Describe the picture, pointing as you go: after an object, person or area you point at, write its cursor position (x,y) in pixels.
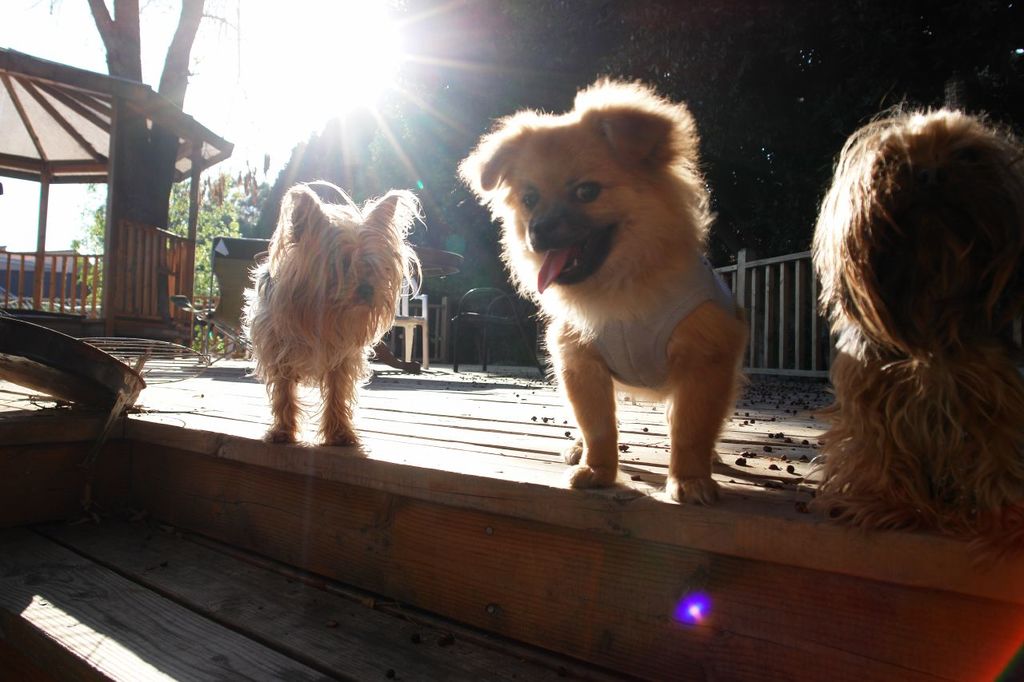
In this picture we can see three small brown dogs (588,256), standing on the wooden steps (297,476). Behind there is a fencing railing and roof shed (156,115). On the top (350,86) we can see the dark trees (489,94) and light (406,155).
